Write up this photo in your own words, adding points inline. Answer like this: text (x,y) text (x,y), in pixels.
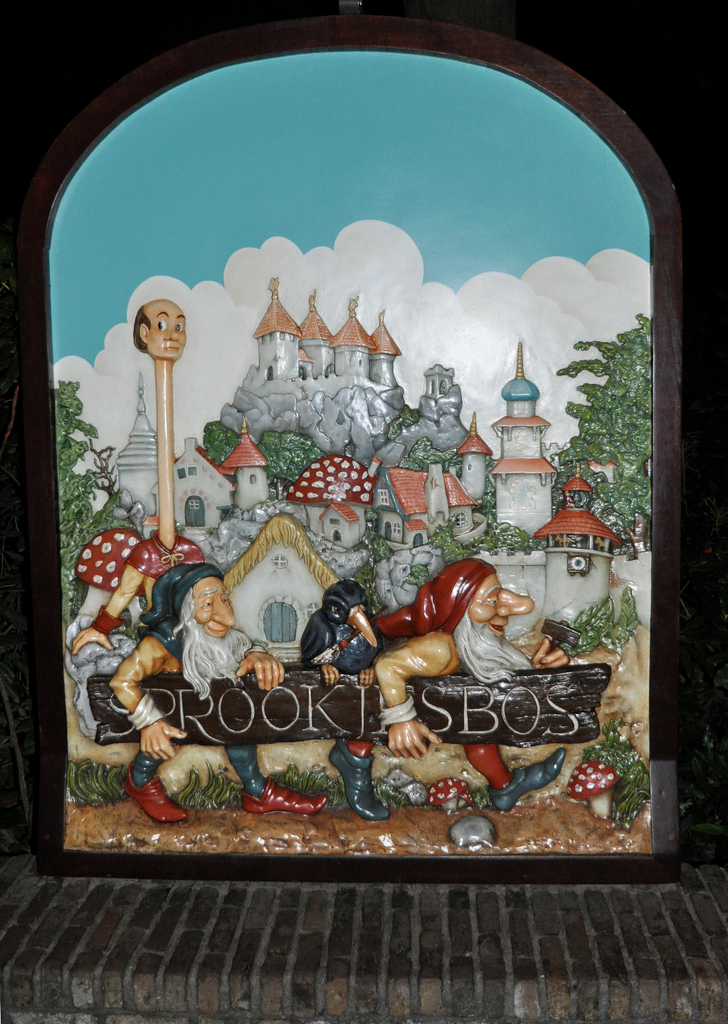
In this image we can see a sign (488,493) with picture (268,605). In the picture we can see sky (492,268), clouds (354,268), buildings (333,362), trees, and men (253,778) on the ground (342,827).
